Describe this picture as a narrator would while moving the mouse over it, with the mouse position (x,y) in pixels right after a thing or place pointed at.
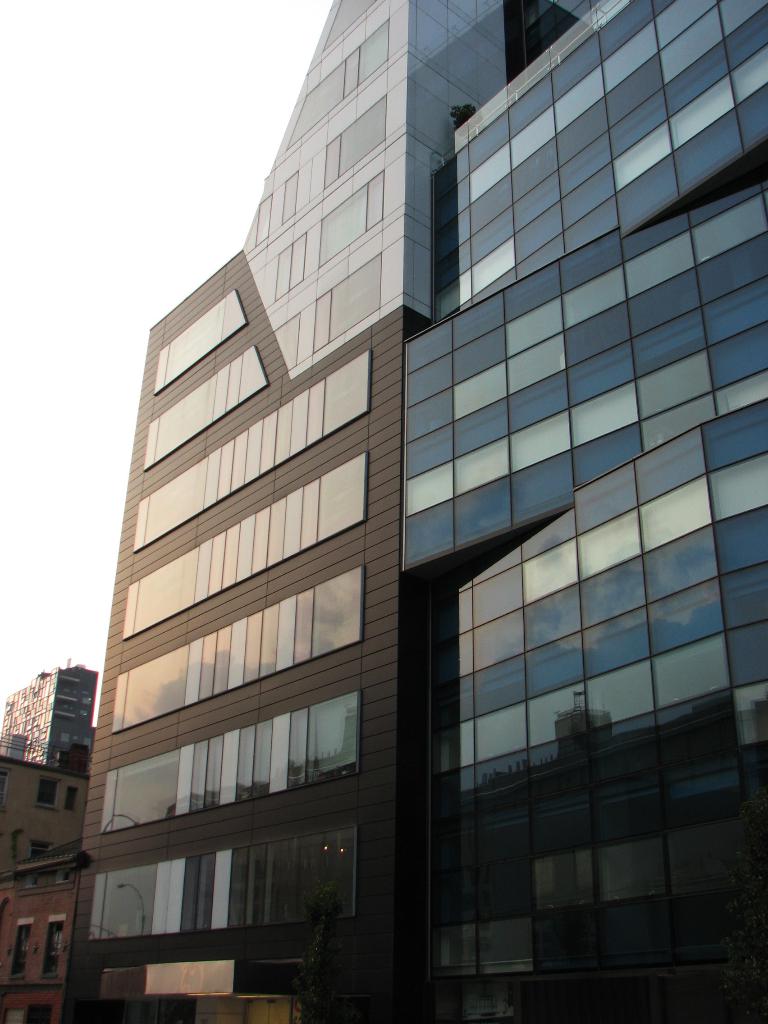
In this picture we can see buildings (119,823) with windows (239,913) and some objects (116,976) and in the background (110,267) we can see the sky (119,232).
